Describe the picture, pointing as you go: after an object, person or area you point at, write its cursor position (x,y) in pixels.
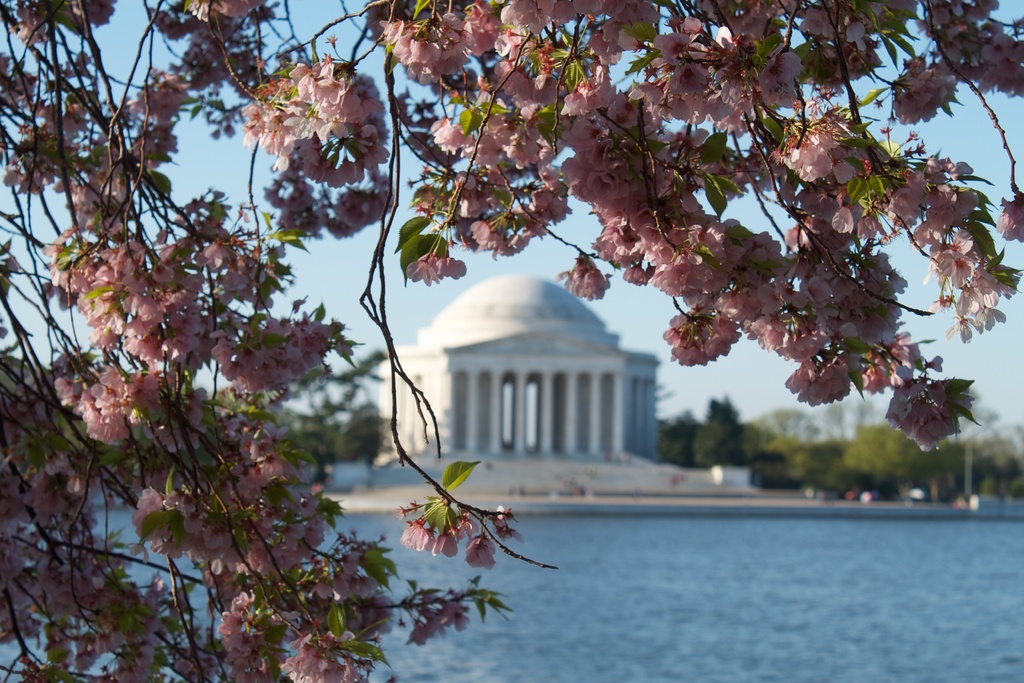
In this picture I can see the flowers (798,153), at the bottom (761,607) there is the water (648,599). In the background (604,409) I can see the trees (376,414) and a building (550,387), at the top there is the sky (420,311).
